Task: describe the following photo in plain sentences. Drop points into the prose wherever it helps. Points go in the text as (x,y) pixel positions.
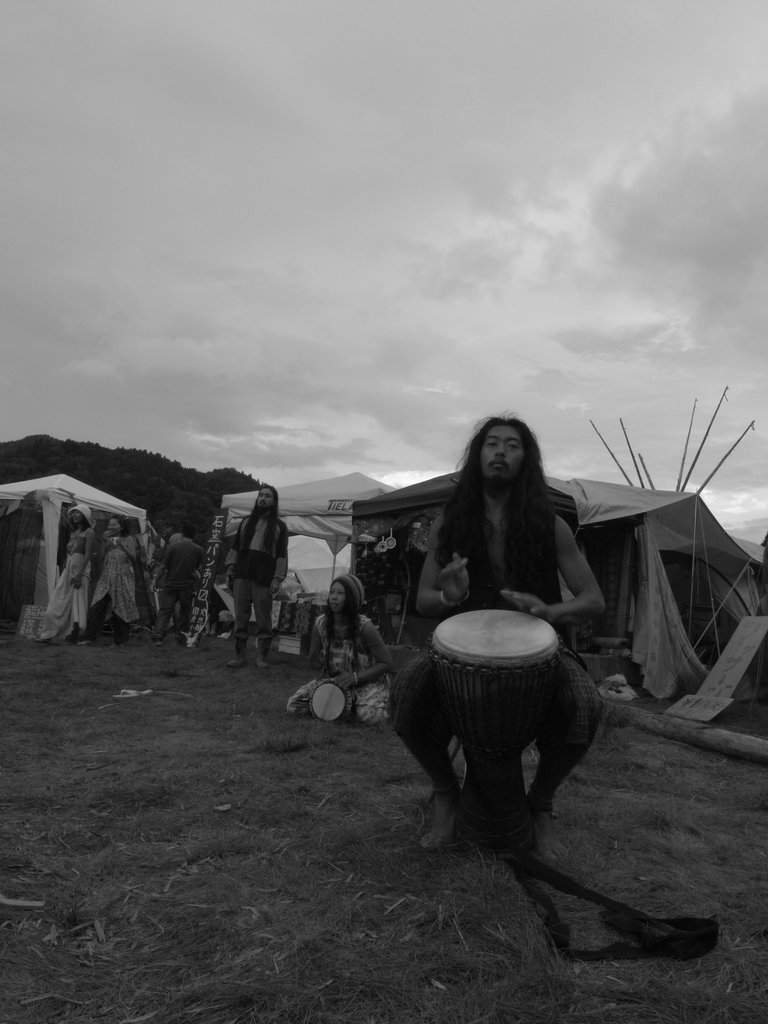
There are few people (267,614) here behind them there are tents (436,494), tree (154,480) and sky (405,406). On the right (520,587) a person (526,601) is sitting and playing drum (533,714).
